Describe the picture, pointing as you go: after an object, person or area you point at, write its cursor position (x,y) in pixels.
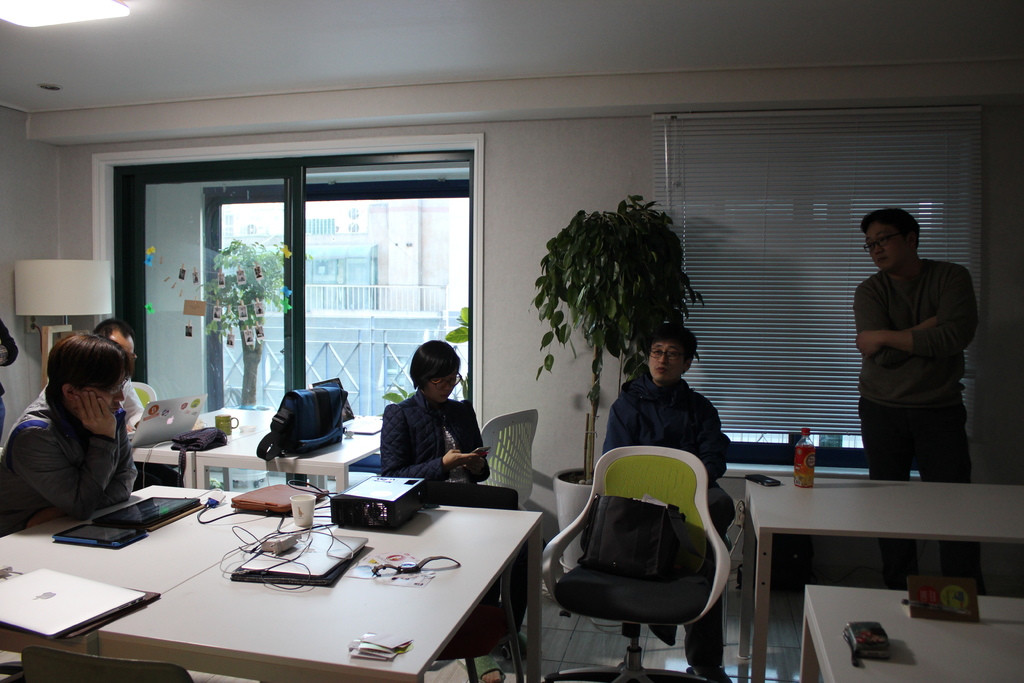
This is a inside picture of a room (562,507). In the center of the image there is a table (167,653) on which there are many objects (389,488). There are people (461,456) sitting on chairs (524,435). There is a plant (629,296). In the background of the image (543,147) there is a wall (387,131). There is a glass door (348,237). At the right side of the image (872,414) there is a person (884,458) standing.
